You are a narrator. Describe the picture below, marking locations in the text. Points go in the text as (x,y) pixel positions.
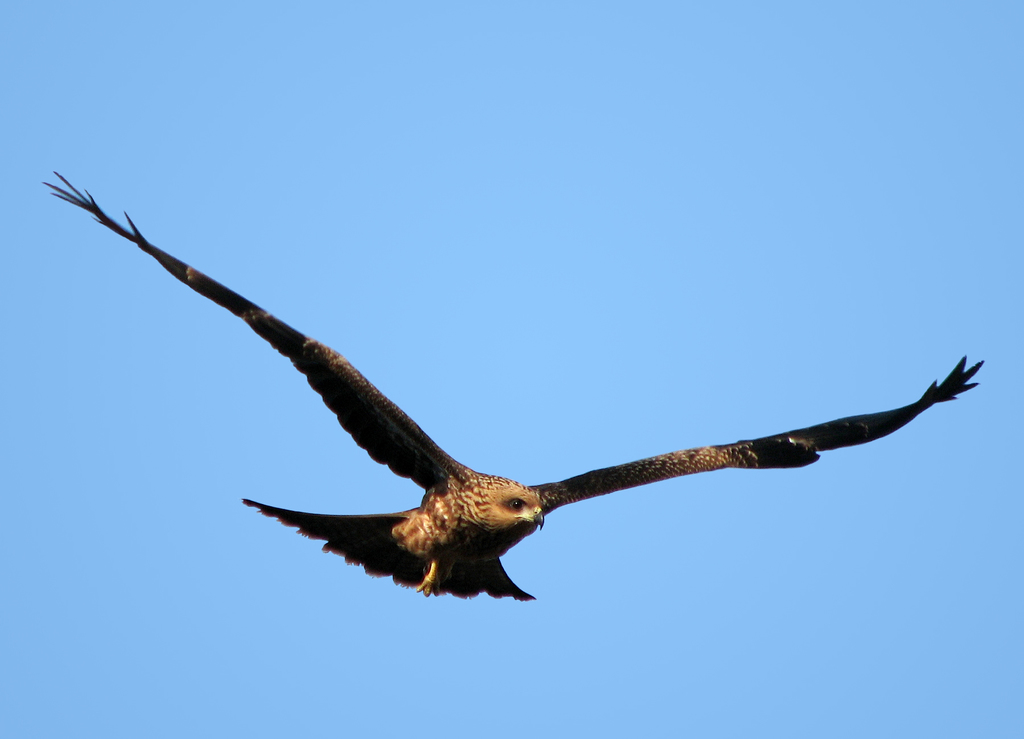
In the picture we can see an eagle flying in the air (570,185) and behind it, we can see a sky (572,378) which is blue in color.
